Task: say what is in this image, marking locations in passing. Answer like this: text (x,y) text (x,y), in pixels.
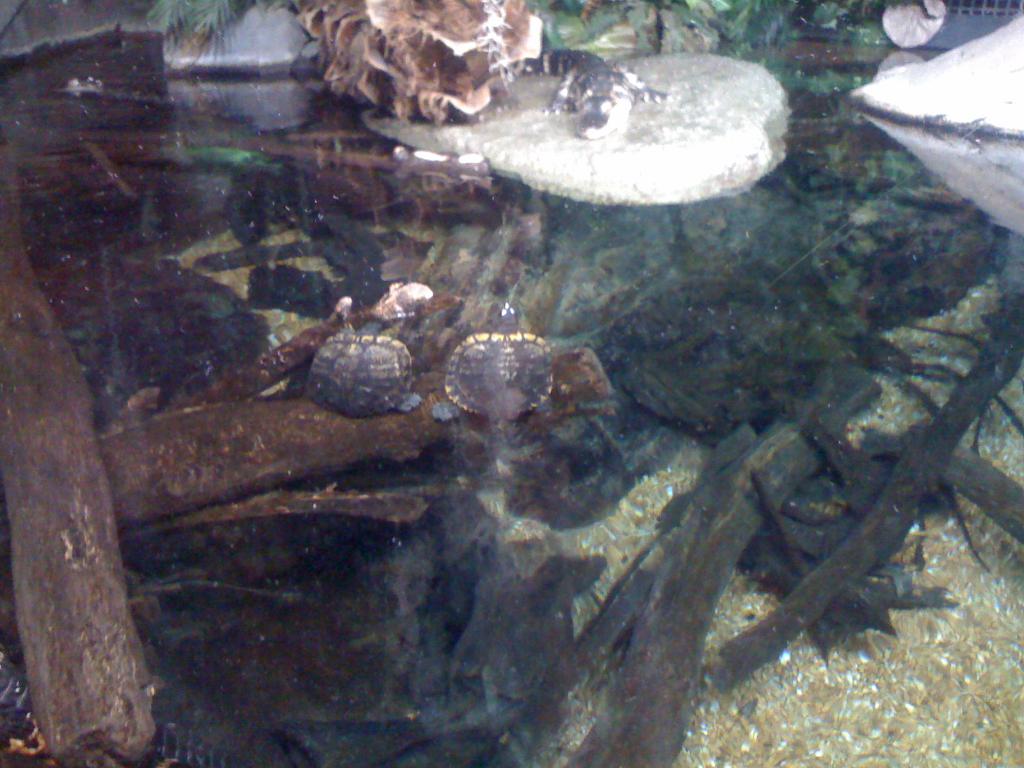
In this image I can see number of sticks (957,497), few white and few brown colour things (562,172). I can also see green leaves (783,2) on the top side of the image (604,53).
